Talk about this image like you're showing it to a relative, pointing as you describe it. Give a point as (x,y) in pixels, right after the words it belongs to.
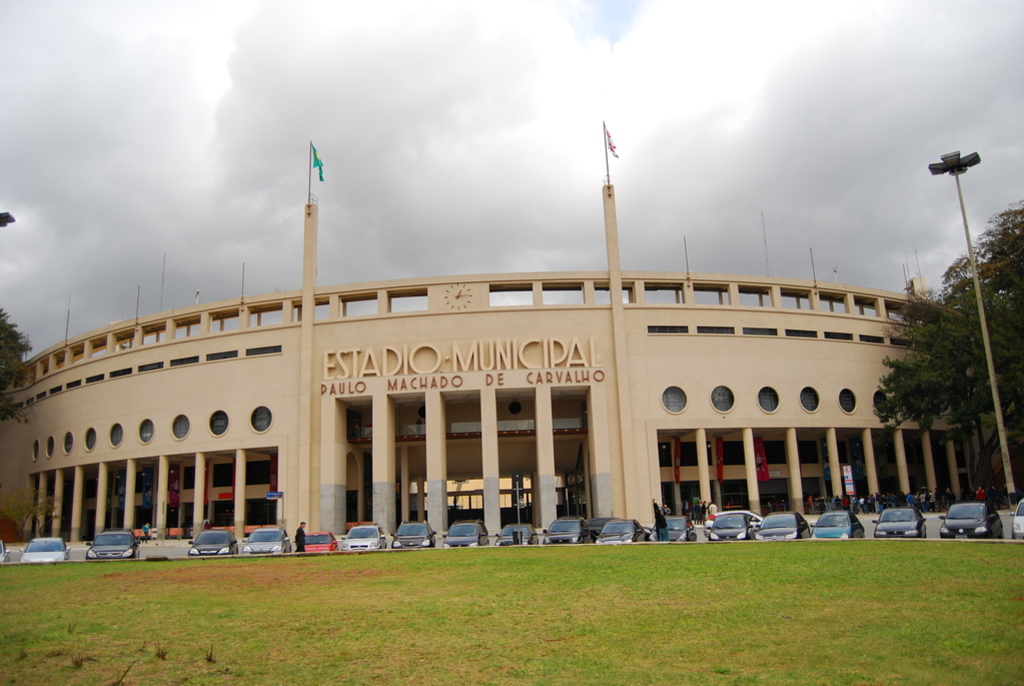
In this image in the front (513,633) there's grass (513,633) on the ground (319,620). In the center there are cars (830,518) and there are persons (300,540). In the background (298,434) there is building (684,389) and there are trees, on the top of the building (609,240) there are flags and the sky (576,144) is cloudy.
